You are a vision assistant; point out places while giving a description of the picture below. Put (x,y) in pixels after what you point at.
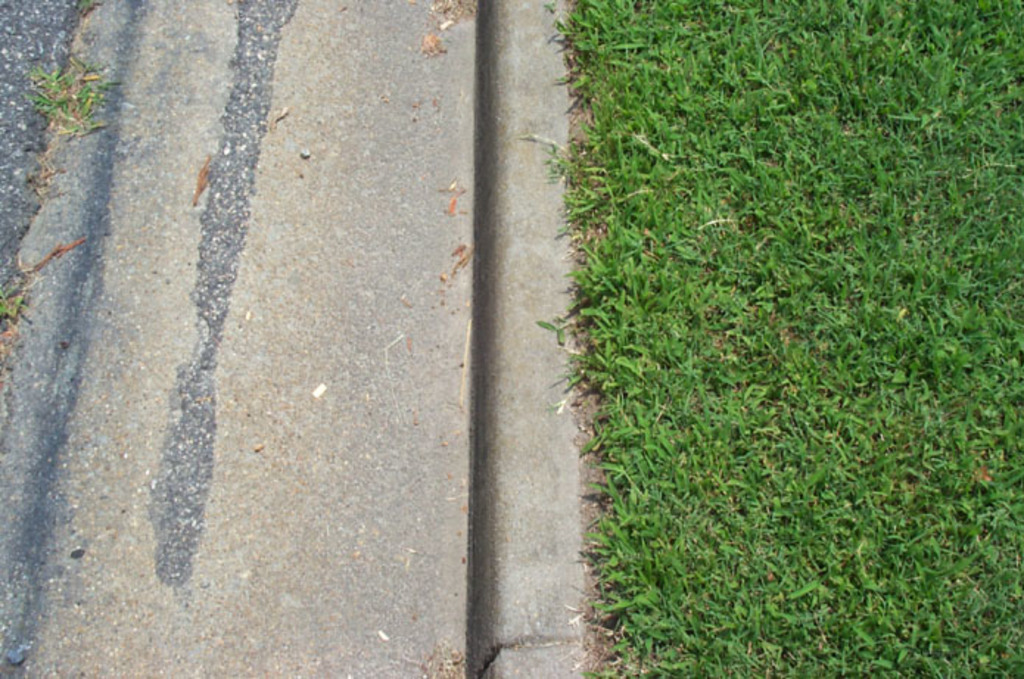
On the right side of the picture (850,663) there is grass (798,509). Towards the left (175,210) there are dry leaves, grass (77,120), dust (444,677) and road (195,434).
